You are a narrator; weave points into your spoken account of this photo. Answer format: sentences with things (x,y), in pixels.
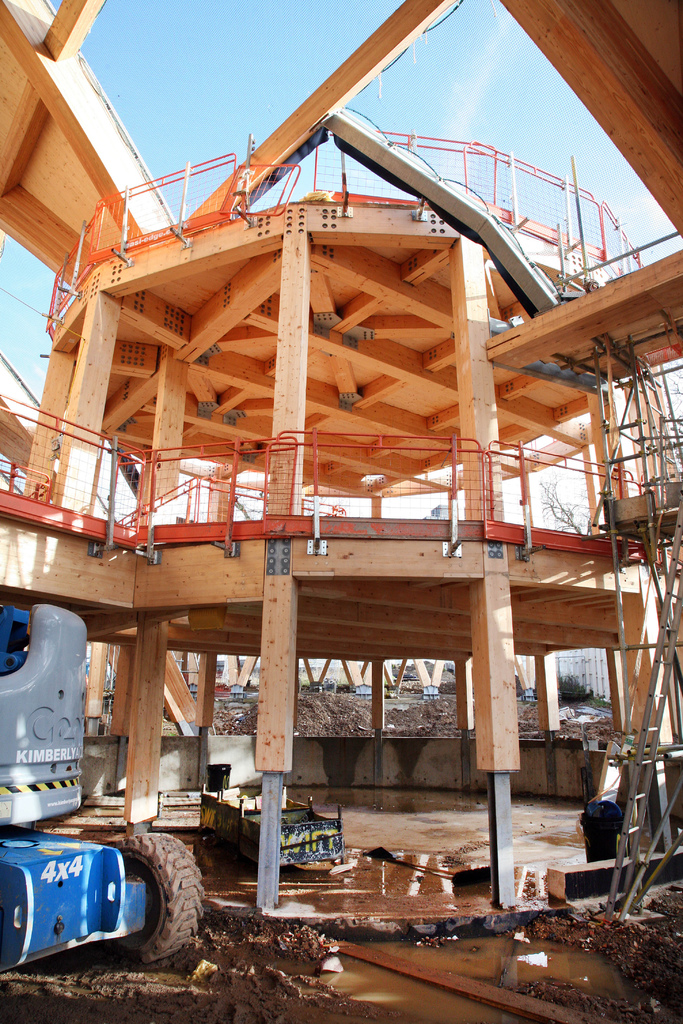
In this image there is a crane (39,739), in the background (295,770) there is a construction (512,539) of a building (212,301) and there is the sky (405,119).
